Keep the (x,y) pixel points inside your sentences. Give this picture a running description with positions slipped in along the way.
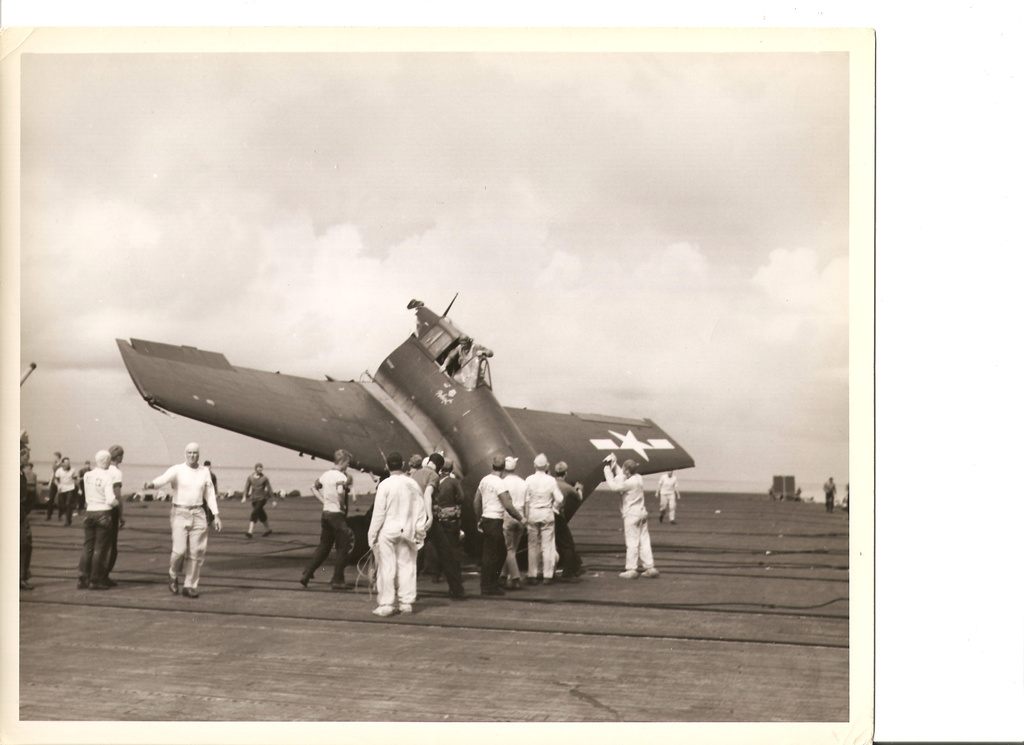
This is a black and white photo and here we can see people (173,488) and there is an aircraft (379,425) on the deck (487,612). At the top (332,162), there is sky (422,176).
